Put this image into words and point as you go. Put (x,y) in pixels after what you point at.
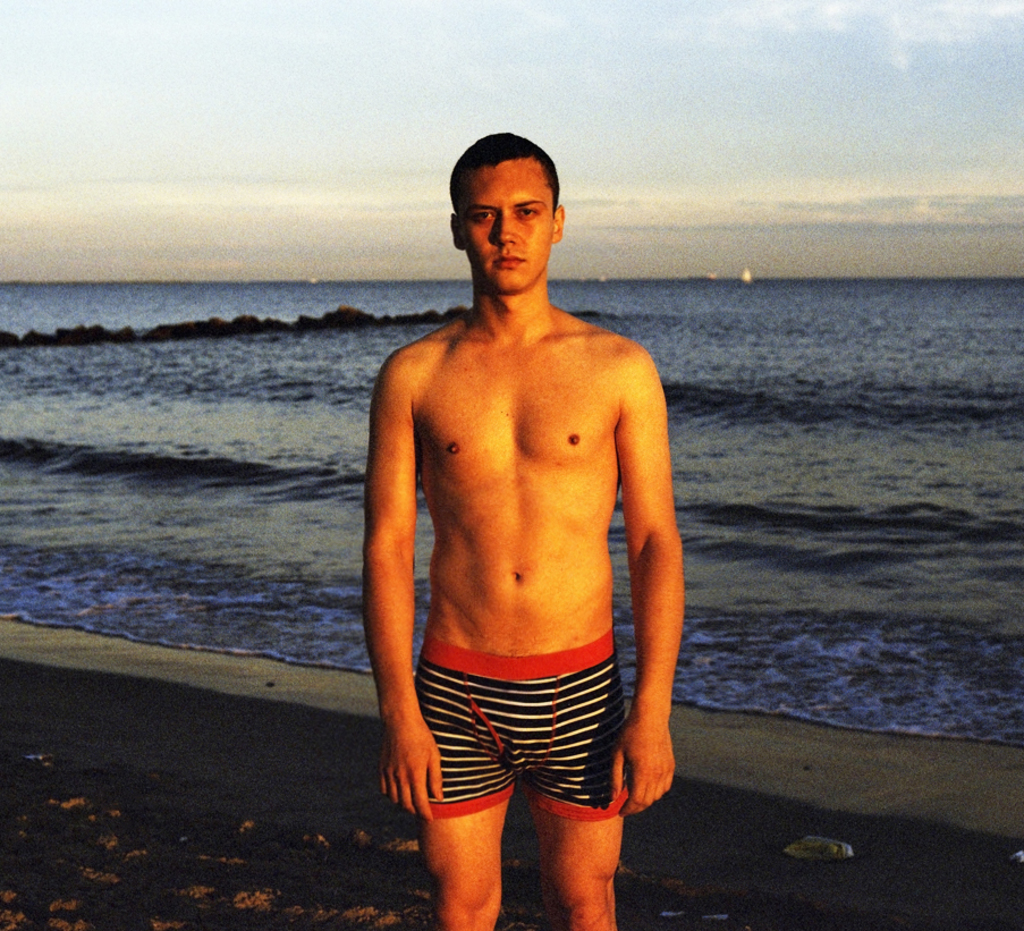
In this picture there is a boy (600,421) who is standing in the center of the image (452,368) and there is water (467,297) in the background area of the image (735,392).
